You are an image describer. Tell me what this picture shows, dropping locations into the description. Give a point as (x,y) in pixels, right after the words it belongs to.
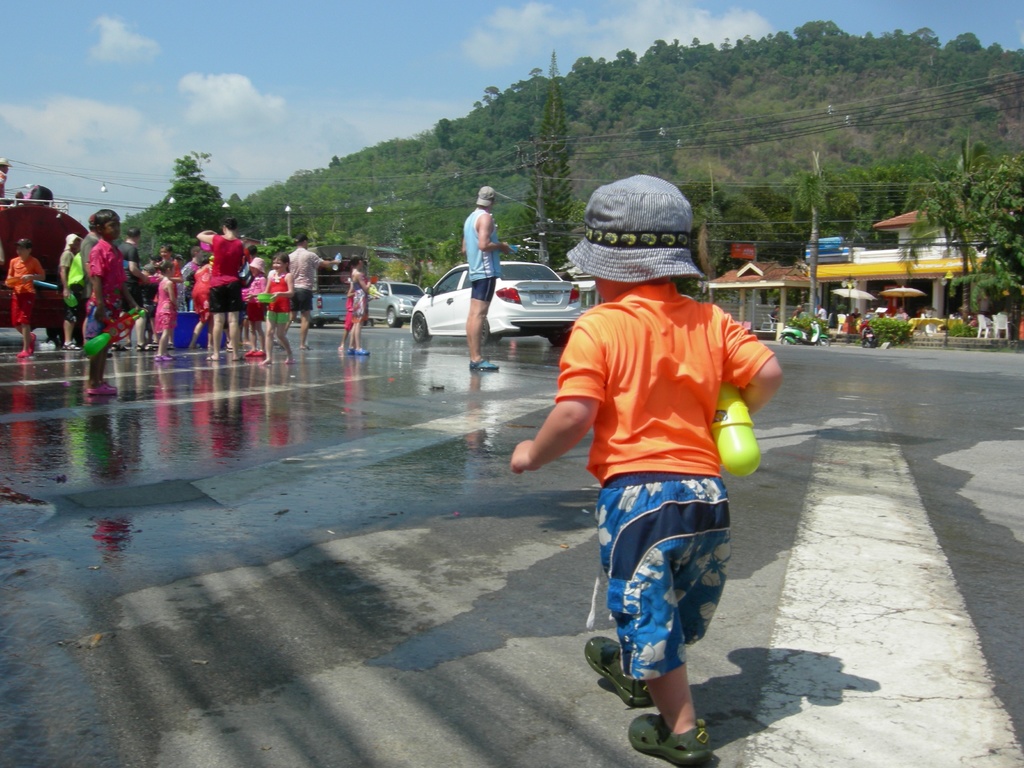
In this image we can see people (225,268), cars (496,287) on the road (514,409). In the background of the image (590,137) there is a mountain (529,210) with trees (514,144). There is a house (917,250). At the top of the image (280,66) there is sky (203,32) and clouds (689,18).
